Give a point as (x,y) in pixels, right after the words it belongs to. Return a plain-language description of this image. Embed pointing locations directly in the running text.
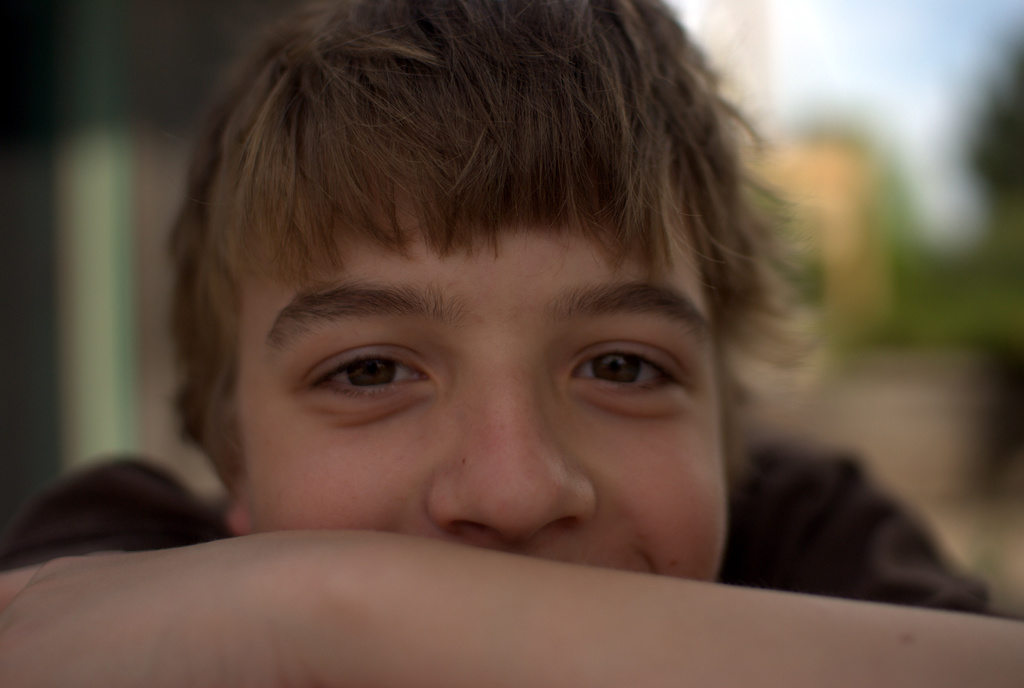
In the image there is a boy (366,595) in golden hair (389,187) smiling and the background (834,87) is blurry.
